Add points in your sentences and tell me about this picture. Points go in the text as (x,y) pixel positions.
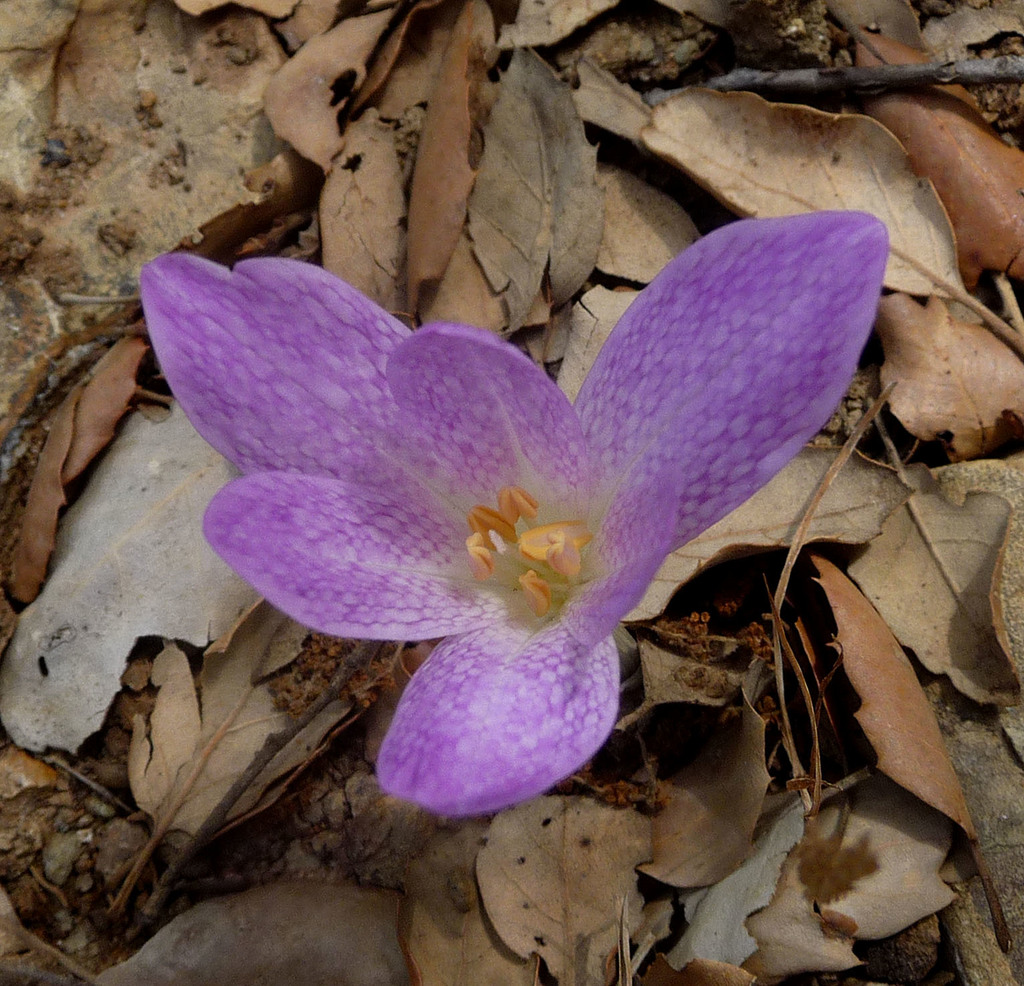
In this picture there is a flower (539,400) which is in purple in color. Below it there are dried leaves (210,458).
